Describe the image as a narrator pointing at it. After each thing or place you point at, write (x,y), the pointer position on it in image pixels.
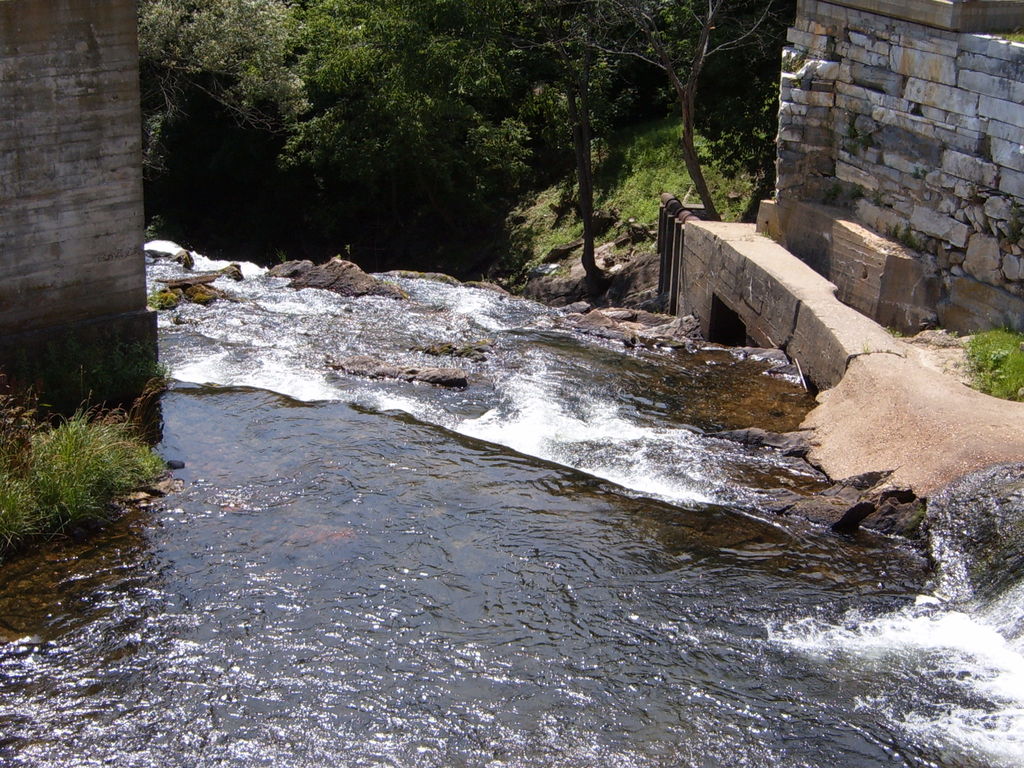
In this image I can see the water (263,610). In the background (517,105) I can see few trees (264,82) in green color and I can also see the wall (920,77).
